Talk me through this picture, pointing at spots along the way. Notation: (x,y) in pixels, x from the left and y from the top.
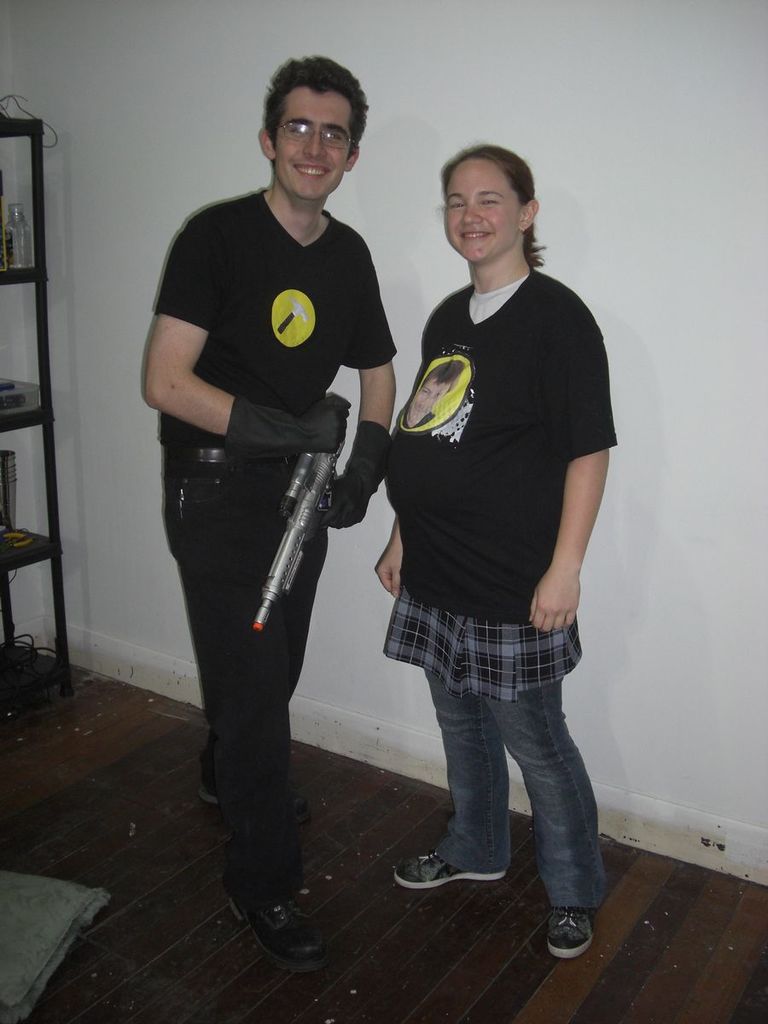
In this image we can see there is a man (388,423) and woman (482,482) standing together behind them there is a shelf (47,400) with so many things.
